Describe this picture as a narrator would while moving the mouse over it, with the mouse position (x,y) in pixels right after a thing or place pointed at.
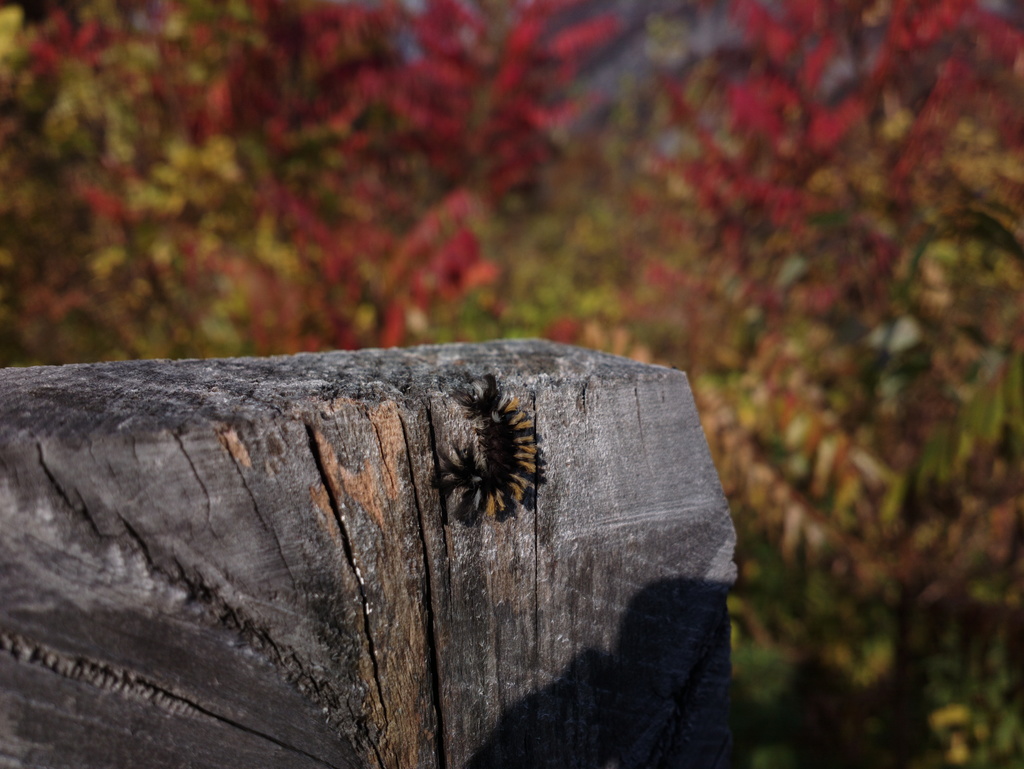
In this image we can see an insect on the wooden surface (341,579). The background of the image (925,9) is blurred, where we can see trees (993,509).
